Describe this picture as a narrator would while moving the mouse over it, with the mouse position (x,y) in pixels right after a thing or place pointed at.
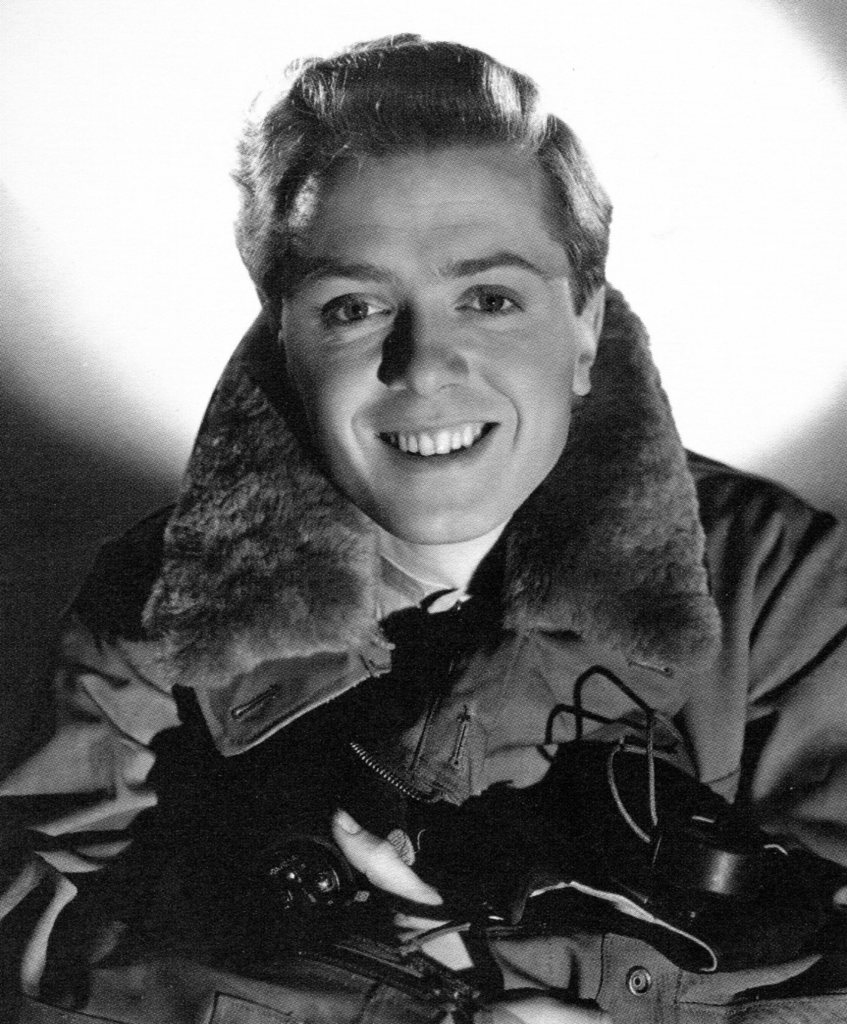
In this image I can see a man (594,490) is holding an object (592,869) in hand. In the background (628,46) I can see white color. This image is taken may be in a room (674,115).
